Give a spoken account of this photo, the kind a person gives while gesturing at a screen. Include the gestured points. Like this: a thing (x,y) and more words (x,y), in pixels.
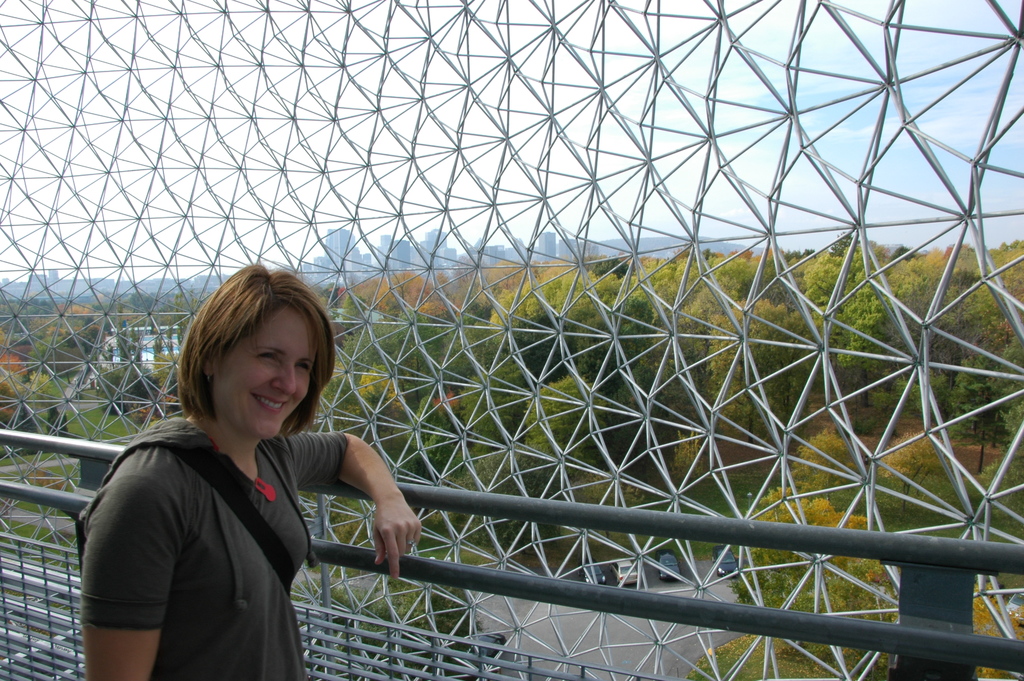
In this image, we can see a woman (251,451) is smiling and seeing. She wore a bag (212,462) and kept her hand (416,520) on the rod (28,443). Here we can see a railing (536,671). rods (1002,625). Background (832,475) we can see trees (696,353), buildings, vehicles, road (547,633) and sky (322,75).
